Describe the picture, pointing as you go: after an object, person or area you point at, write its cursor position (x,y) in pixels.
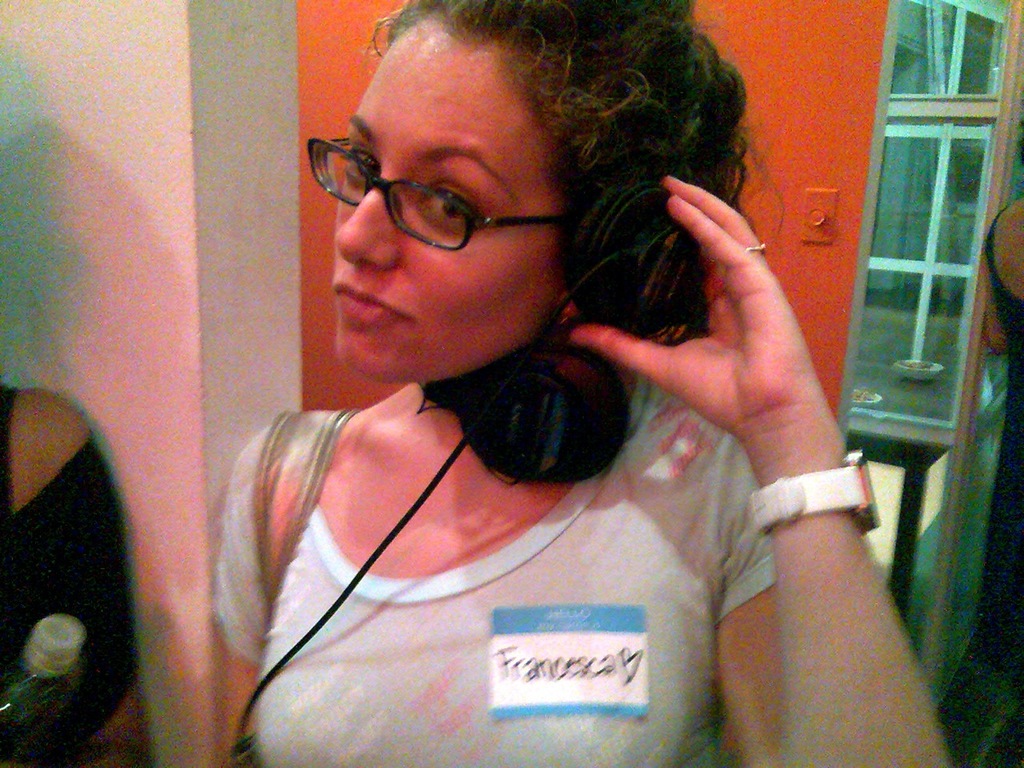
In this image we can see a woman (447,312) standing and wearing a bag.
